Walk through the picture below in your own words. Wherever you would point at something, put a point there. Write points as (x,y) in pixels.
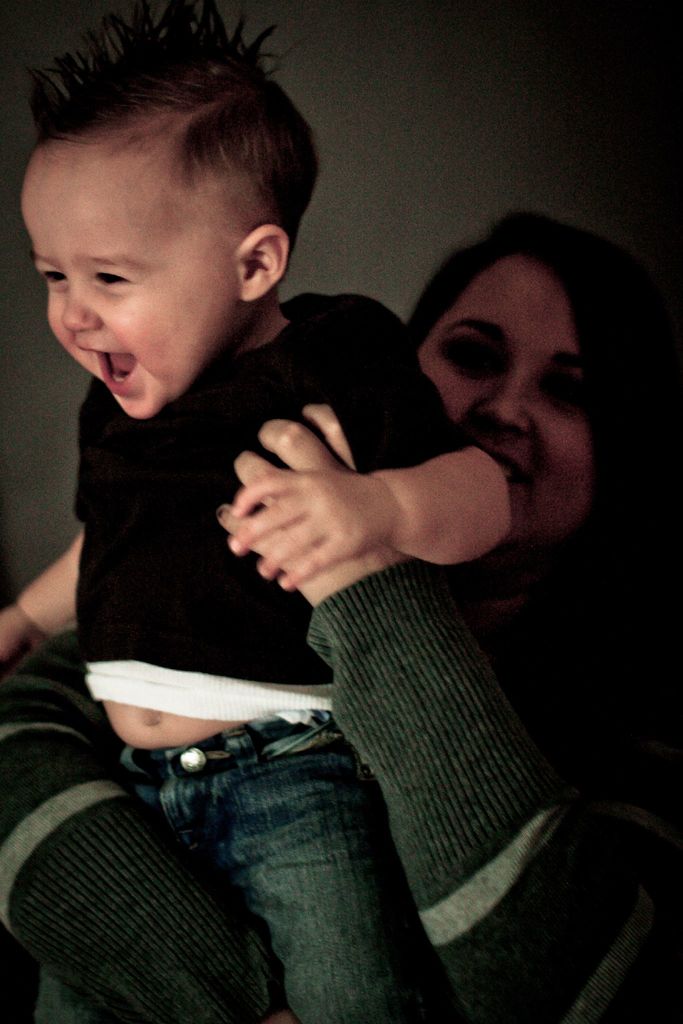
In this image we can see a lady (389,750) holding a baby (219,617). In the back (427,32) there is a wall (483,129).
